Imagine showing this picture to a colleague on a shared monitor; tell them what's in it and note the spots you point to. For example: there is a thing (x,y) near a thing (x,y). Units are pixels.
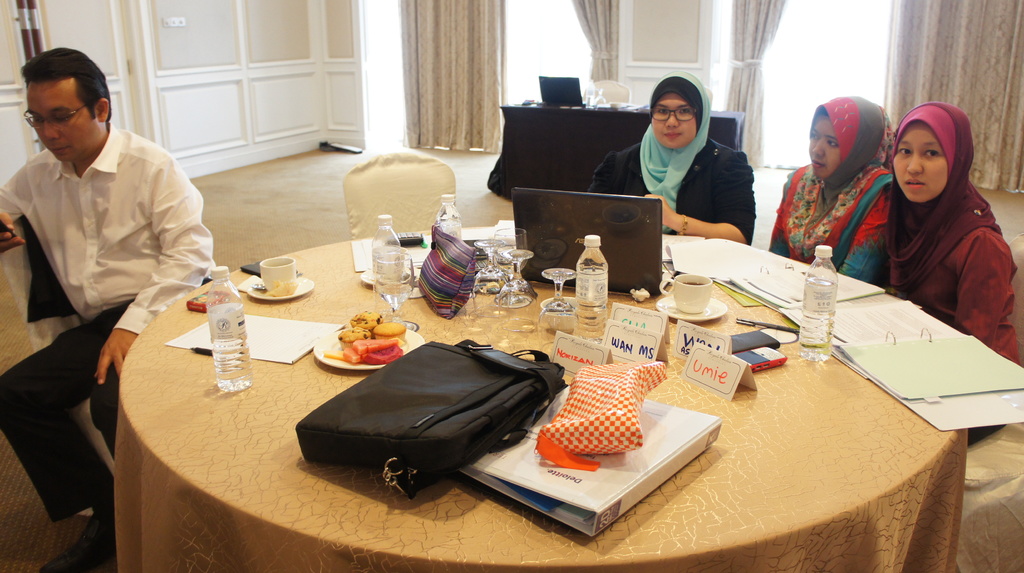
In this picture we can see three woman (730,178) and one man (131,248) sitting on chairs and in front (414,537) of them there is table (281,392) and on table (775,539) we can see bag (500,418), file (673,437), name board (635,350), bottle (812,314), cup (680,287), saucer (673,309), glass (513,300), plate (320,345) with food (389,349) in it, papers (287,325), laptop (616,215) and in background (358,69) we can see windows (526,30) with curtains (596,66), chair (614,102), wall (206,95).
